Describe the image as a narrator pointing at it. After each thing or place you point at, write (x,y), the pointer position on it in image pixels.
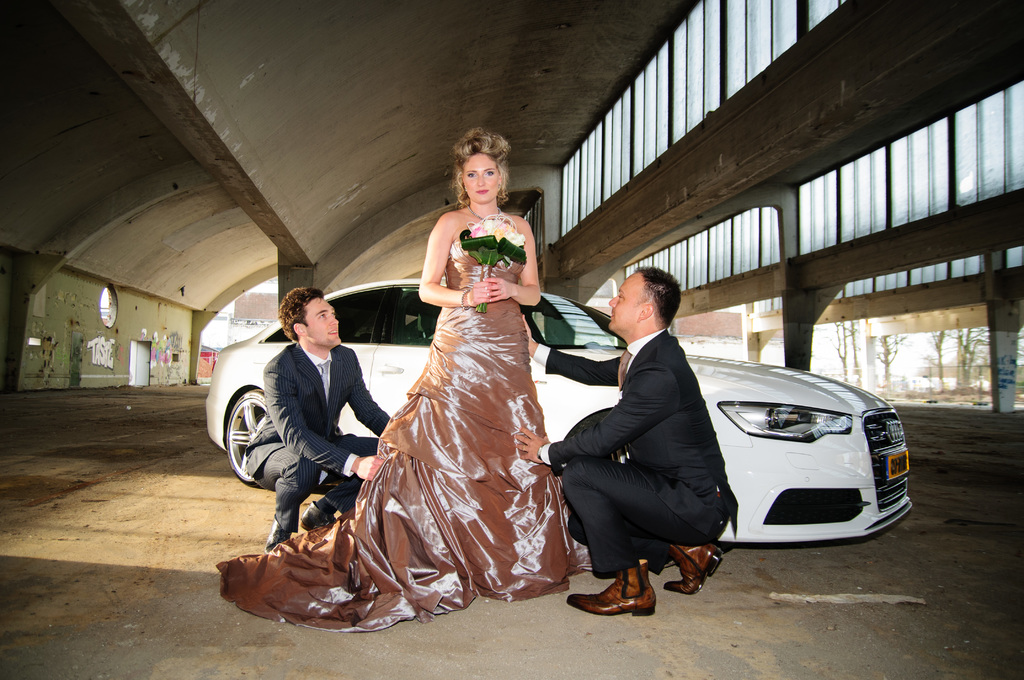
In the center of the image (471,368), we can see a lady (500,366) holding a bouquet (500,251) and there are some people (334,393) wearing coats (578,367) and ties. In the background (543,340), we can see a car (837,422) on the road (161,624) and we can see trees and buildings (863,346) and there are posters (160,346) on the wall (112,332) and there is some text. At the top (301,74), there is a roof (285,58).
